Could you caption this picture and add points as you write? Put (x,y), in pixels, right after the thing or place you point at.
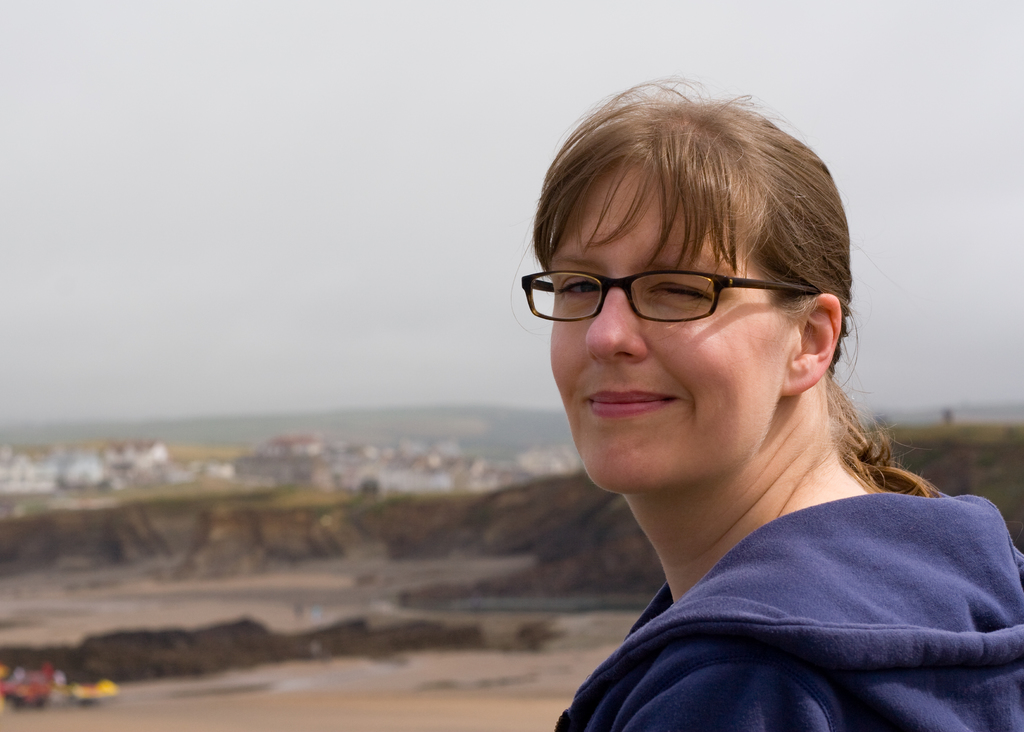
In this image we can see a woman (784,642). She is wearing a blue color dress (759,622) and glasses (675,280). In the background (550,471), we can see the land (389,498), buildings (536,470) and mountains (396,526). At the top of the image (337,70), we can see the sky (221,145).
